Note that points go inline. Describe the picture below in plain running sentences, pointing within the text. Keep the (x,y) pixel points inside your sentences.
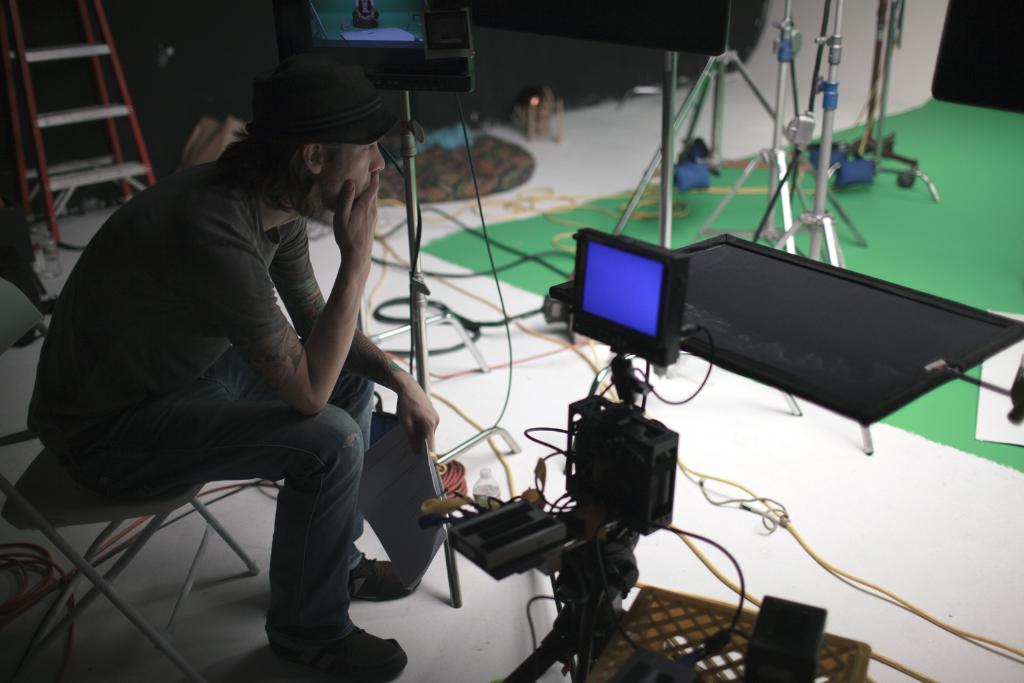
On the left of this picture (267,273) we can see a person (167,318) wearing t-shirt (165,298) and sitting on the chair (184,496). On the right (832,102) we can see the metal rods (654,187) and some other objects (610,498) are placed on the ground (371,544).
